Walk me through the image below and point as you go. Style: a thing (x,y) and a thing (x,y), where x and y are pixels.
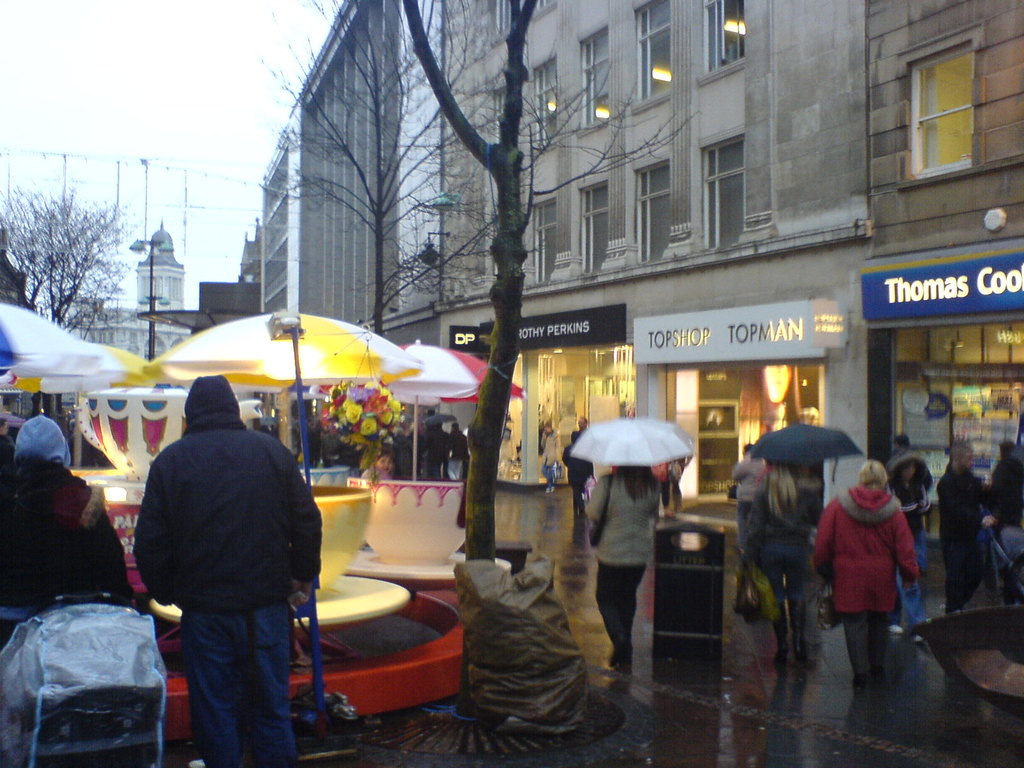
In the foreground (571,565) I can see a crowd (886,607) is holding umbrellas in their hand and I can see giant teacups (391,561) and umbrella huts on the road (506,525). In the background (487,269), I can see buildings (436,331), trees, light poles (152,301), towers (251,264), shops (458,318), boards (552,332) and the sky (218,138). This image is taken may be during a rainy day.
